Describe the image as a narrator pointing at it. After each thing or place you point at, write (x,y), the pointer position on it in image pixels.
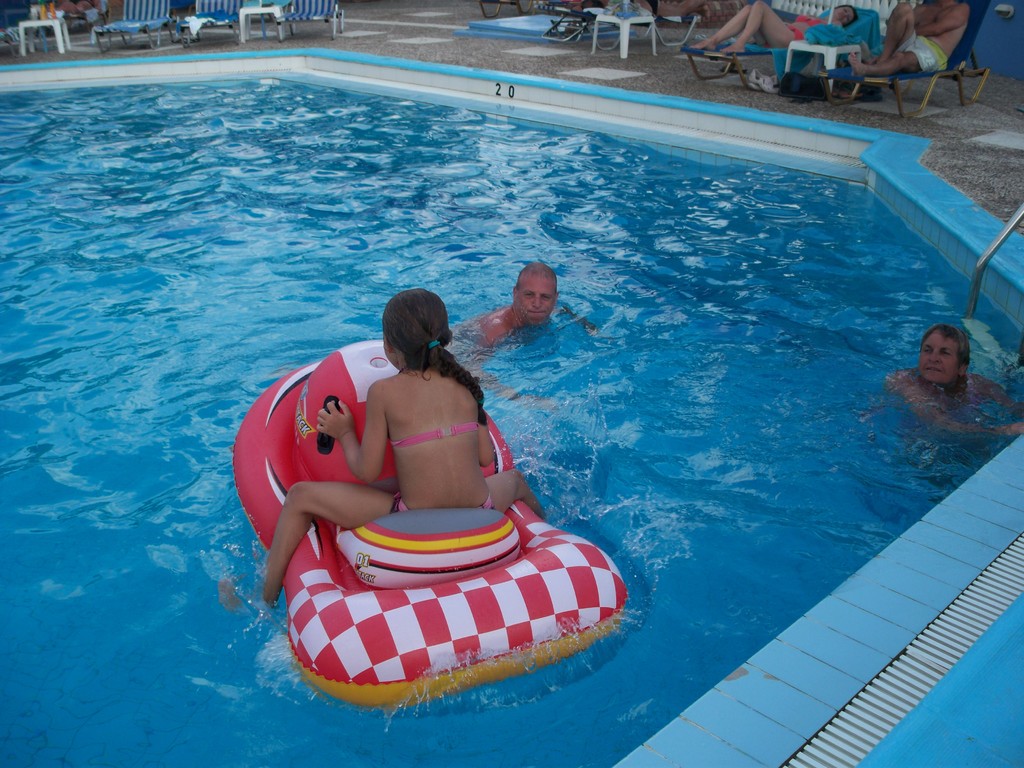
The girl (313,483) is sitting on the inflatable boat (451,526). Beside her, we see two people (540,305) are swimming in the water (596,231). At the top (223,23), we see chairs (299,11) and two people (842,12) are lying on the beach bed (895,91). This picture is clicked in the swimming pool (501,162).
